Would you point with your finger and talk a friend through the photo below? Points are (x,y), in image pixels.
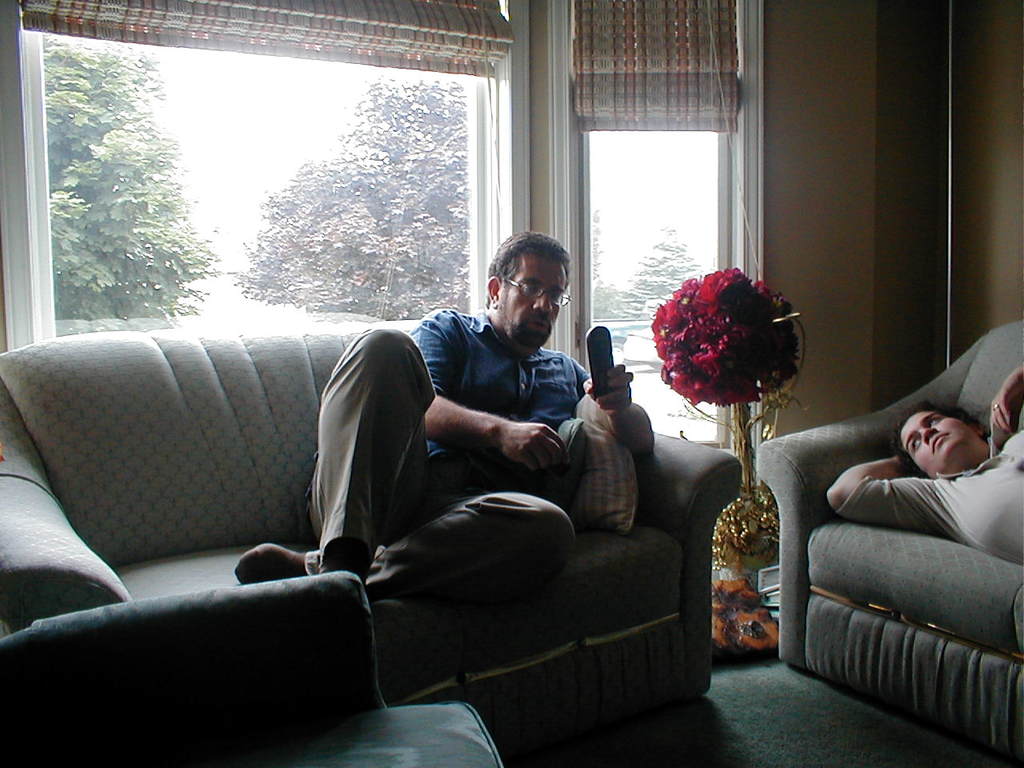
This picture shows two members (864,483). One of the man (360,524) is sitting on the sofa (131,431) and the other one is lying on the sofa (815,636). There is a plant (768,376) in the room (744,381). In the background (438,116) through the window (406,181), there are some trees (104,176) here.
